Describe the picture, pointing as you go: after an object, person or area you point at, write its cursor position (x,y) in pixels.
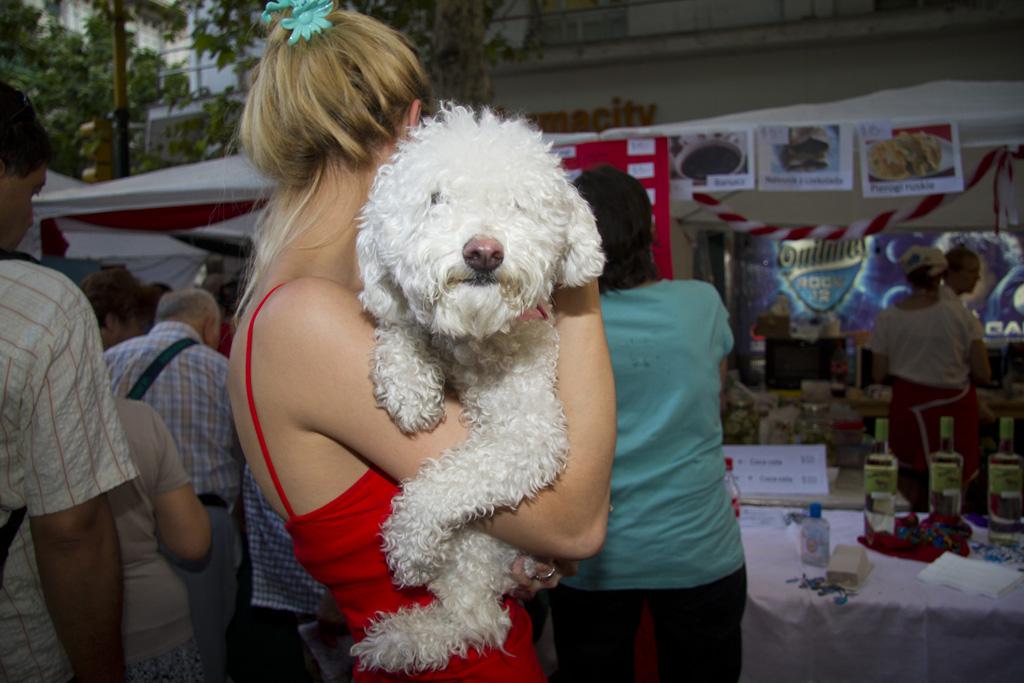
In the middle of the image (519,285) a woman (270,395) holding a dog (504,142). Bottom right side of the image (997,673) there is a table (997,673), On the table (758,658) there are some bottles (961,484). Top right side of the image (920,194) there is a tent (973,194), On the tent (756,149) there are some banners (806,153). Top left side of the image (167,87) there is a tree (166,75) and there is a traffic pole (119,122). Bottom left side of the image (232,550) a group of persons (34,305) are standing. Right side of the image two people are standing.
